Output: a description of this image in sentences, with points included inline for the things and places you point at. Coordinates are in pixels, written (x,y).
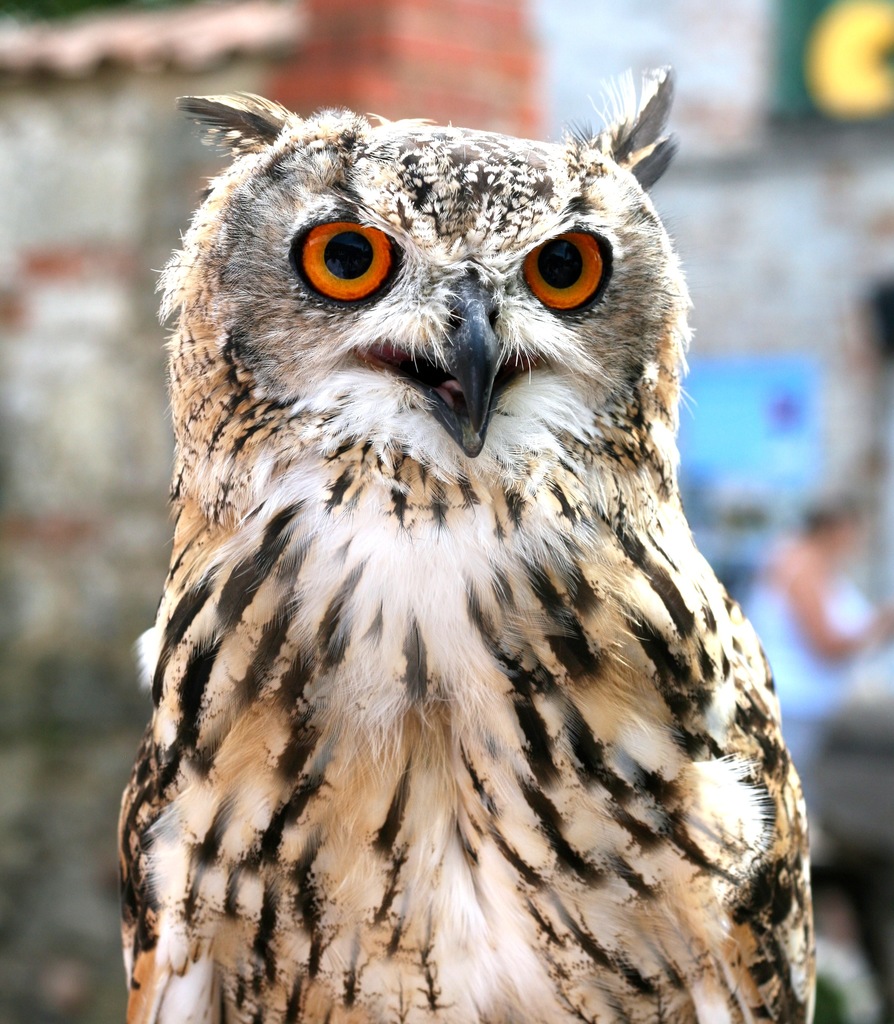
In the image there is an owl (366,508) standing and behind it, it's all blur.
